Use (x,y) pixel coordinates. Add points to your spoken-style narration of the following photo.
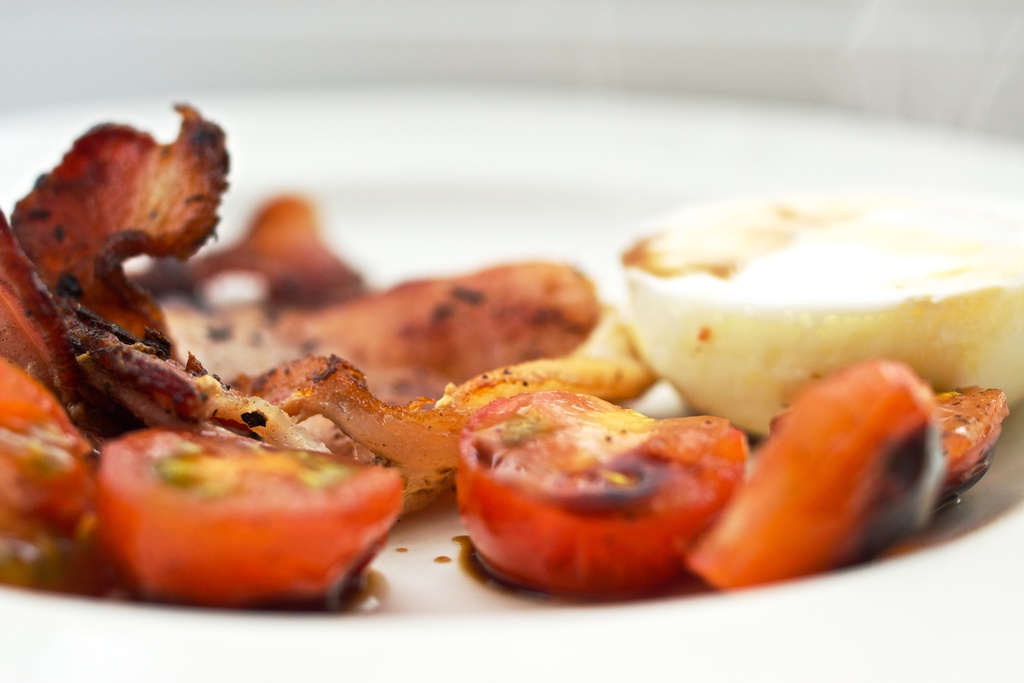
In this picture we can see some food item (443,323) is placed in the plate (377,245).
